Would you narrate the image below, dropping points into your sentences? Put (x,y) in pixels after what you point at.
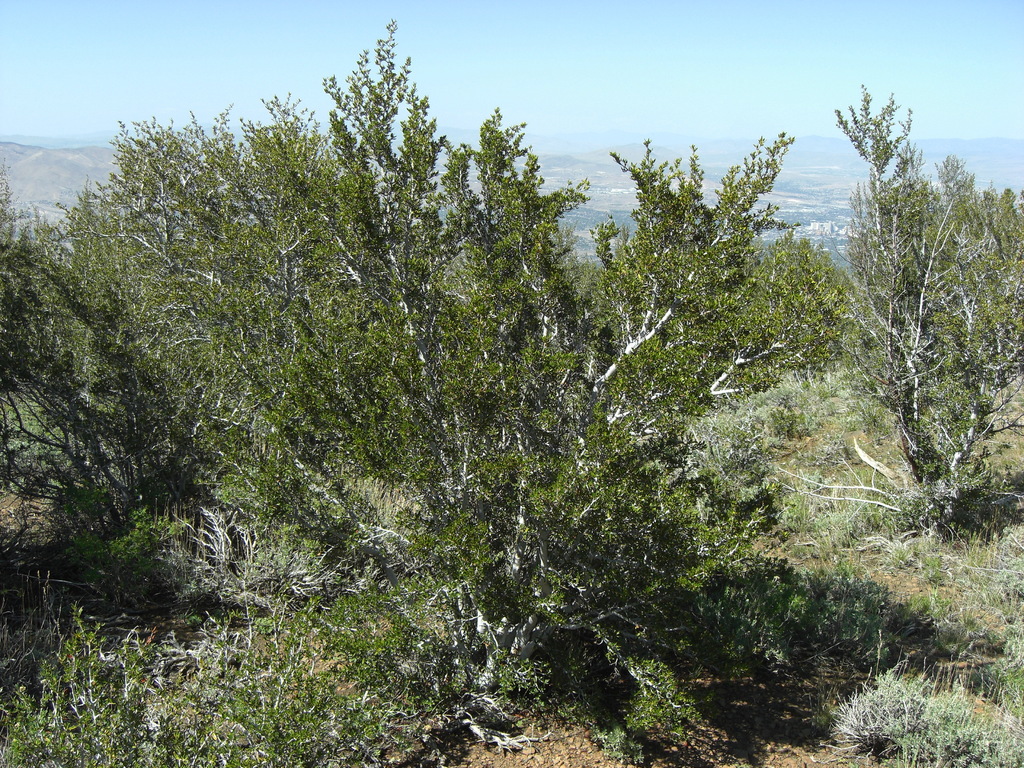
In this image I can see few trees (234,307), grass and mountains (62,167). The sky (11,133) is blue and white color.
